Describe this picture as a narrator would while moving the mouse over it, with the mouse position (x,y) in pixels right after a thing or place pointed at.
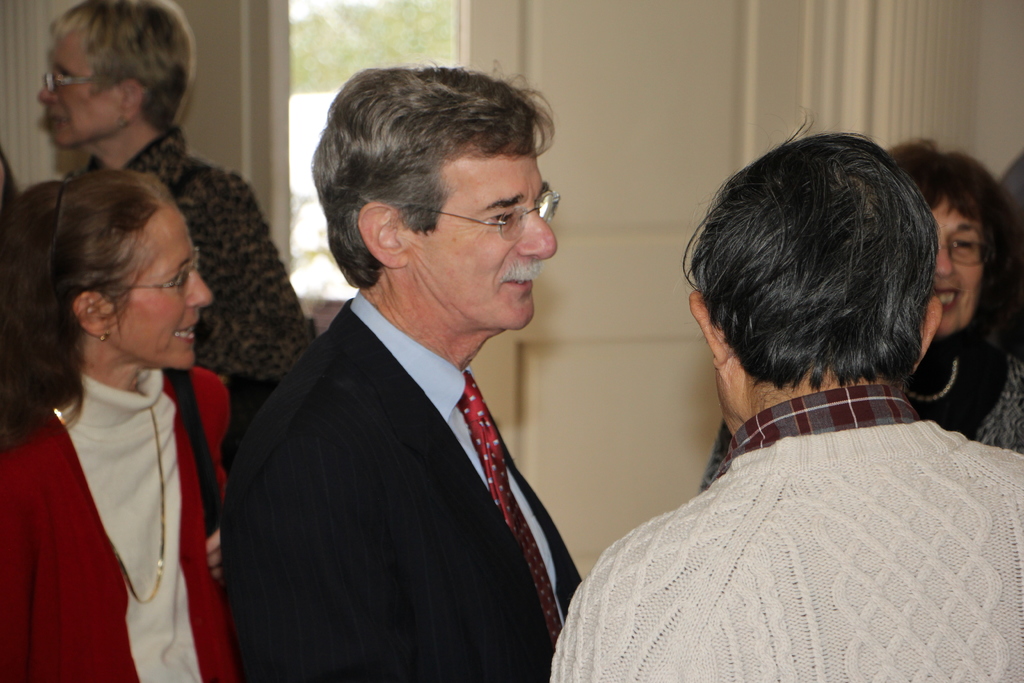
In the image we can see there are many people (469,327) wearing clothes (716,560) and spectacles (480,222). This woman (127,524) is wearing neck chain (128,586) and earring (102,341). This is a door (584,365) and the background (430,52) is blurred.
